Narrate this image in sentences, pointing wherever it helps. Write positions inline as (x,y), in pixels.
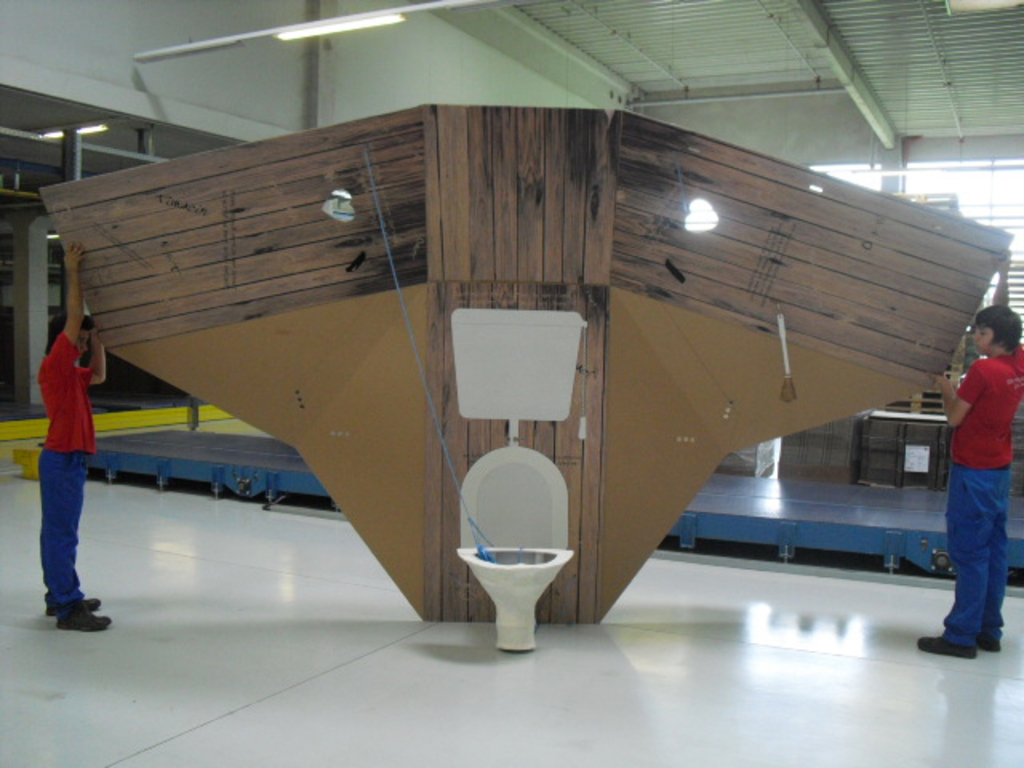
In this image I can see there are two people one on the left side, and one on the right side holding big wooden plank (738,354).
